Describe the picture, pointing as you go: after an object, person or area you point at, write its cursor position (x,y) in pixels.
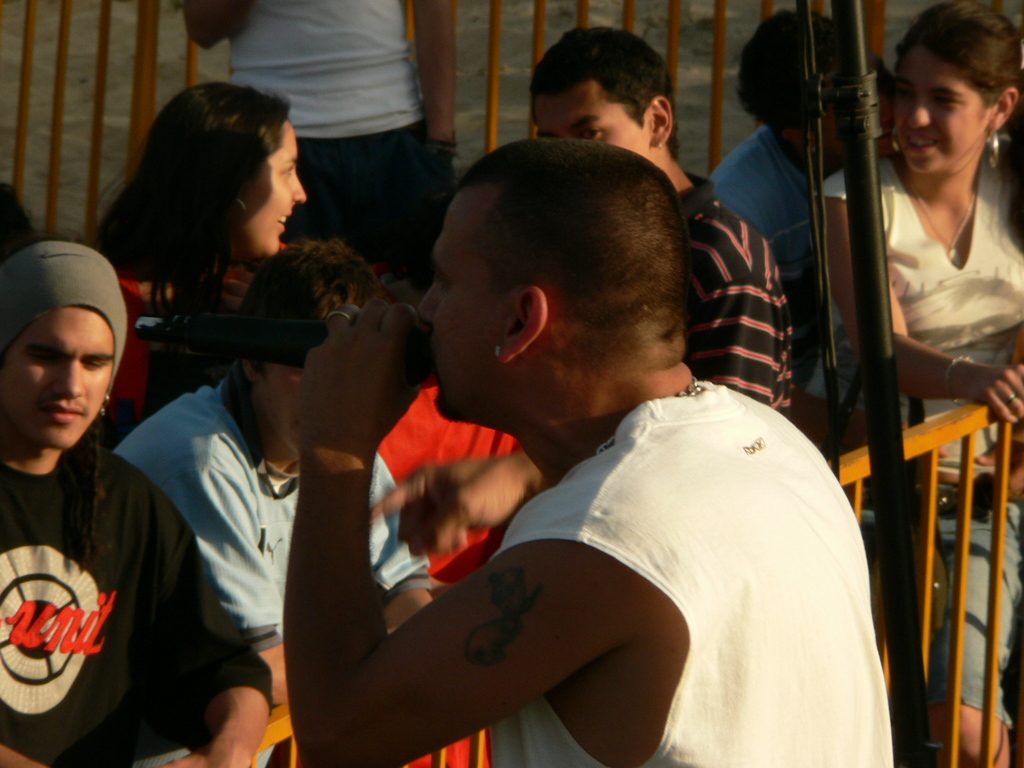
This image consists of many people (528,646). In the front (640,526), we can see a man (478,637) wearing a white T-shirt (750,519) is singing in a mic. In the background (362,257), there are many people (775,209) standing. In the middle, there is a fencing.
